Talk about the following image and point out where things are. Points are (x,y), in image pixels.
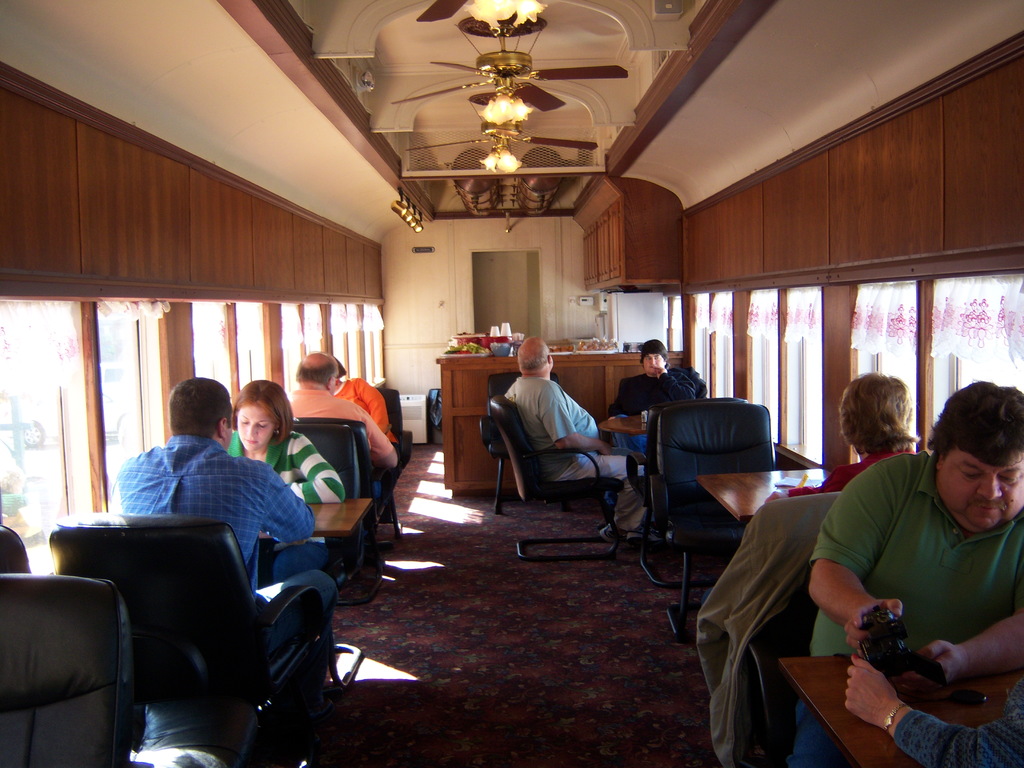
In this image there are group of people (567,434) sitting on the chair (758,542) in front of the table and they are holding some objects (895,639) in their hands (961,667). A roof top (585,59) is white in color and brown in color on which fan (587,72) and chandelier (515,101) is hanged. In the middle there is a table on which glasses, bowls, plates (582,346) and so on kept. On both side windows (872,370) are visible and curtains (976,346) are visible. It looks as if the image is taken inside a bus (606,588) or vehicle (571,657).
